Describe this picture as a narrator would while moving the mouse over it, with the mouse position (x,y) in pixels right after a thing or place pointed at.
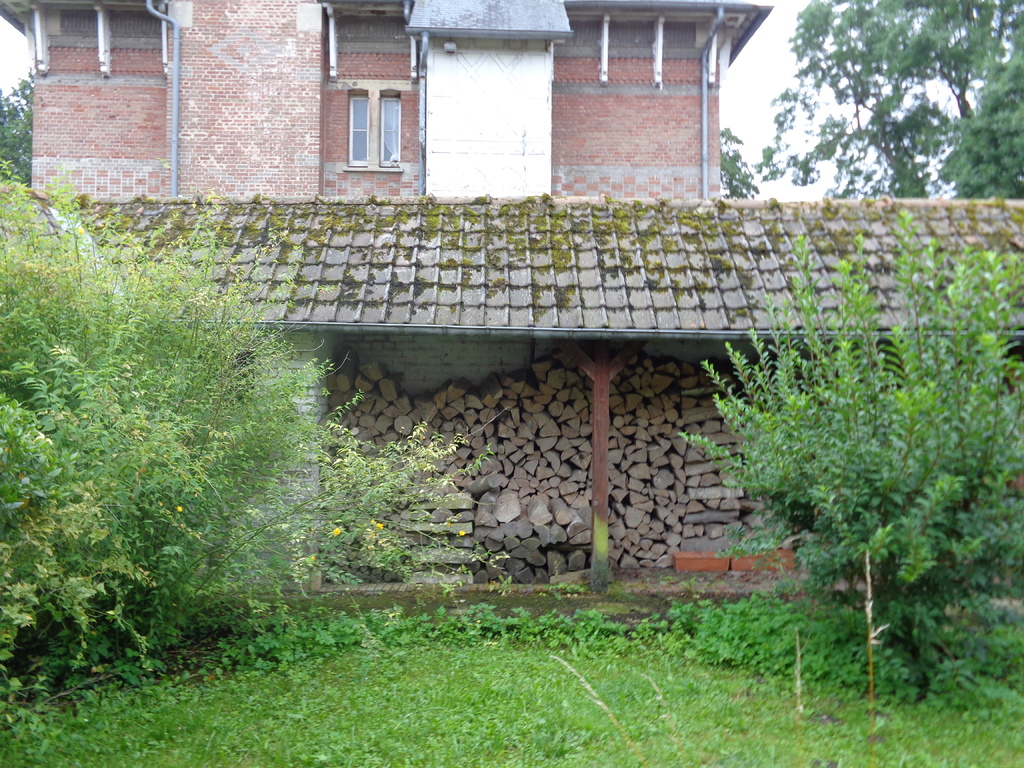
In this picture we can see plants (422,635), trees (875,150), wooden logs (538,412), building (502,196) with windows (359,123), pipes (427,141), roof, pillar (598,409), walls (238,107) and in the background (747,149) we can see the sky (730,107).
